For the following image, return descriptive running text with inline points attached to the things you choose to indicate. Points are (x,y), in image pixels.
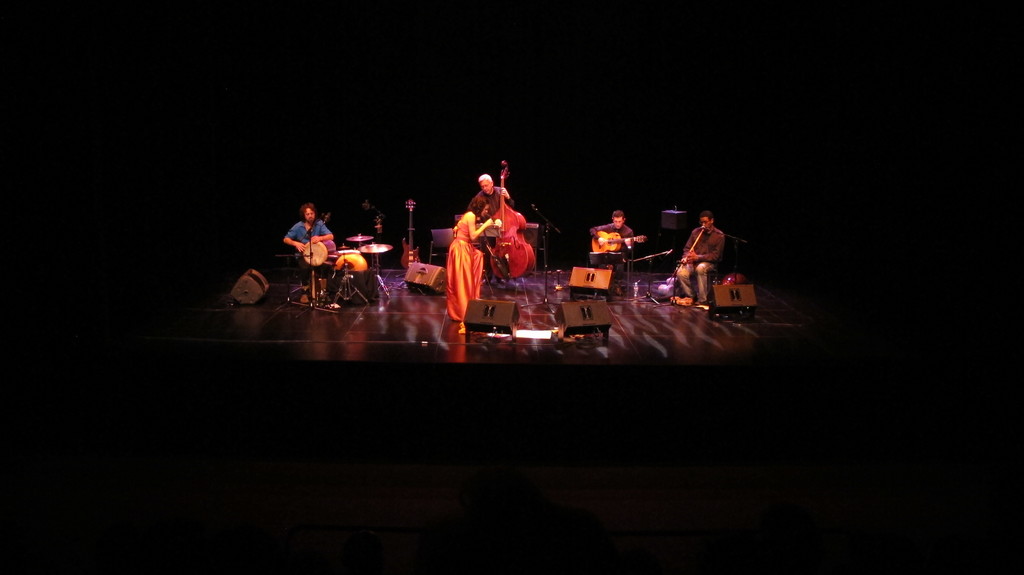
In this image we can see few people (711,270) are playing musical instruments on the stage (698,298). A lady (471,227) is standing on the stage (670,299) in the image. There are many objects (514,331) placed on the stage (572,337). There is a dark background (331,195) in the image.
